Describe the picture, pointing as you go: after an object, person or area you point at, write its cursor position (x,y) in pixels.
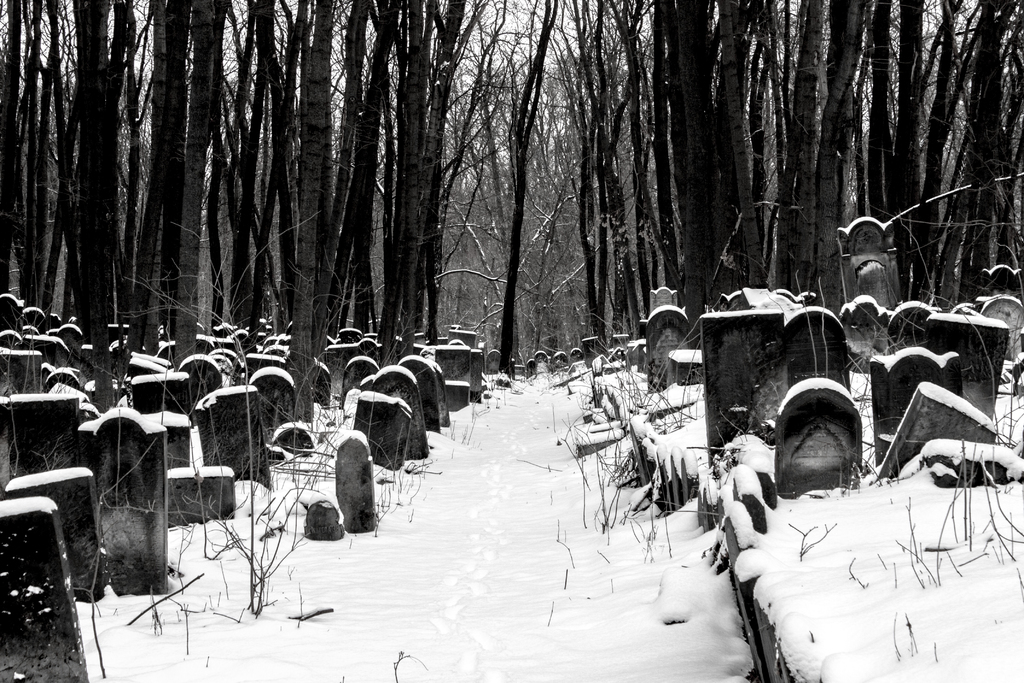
This is a black and white image. In this image we can see a group of grave stones (589,361), some plants (650,539), snow (581,585), a group of trees (433,77) and the sky (548,67) which looks cloudy.
